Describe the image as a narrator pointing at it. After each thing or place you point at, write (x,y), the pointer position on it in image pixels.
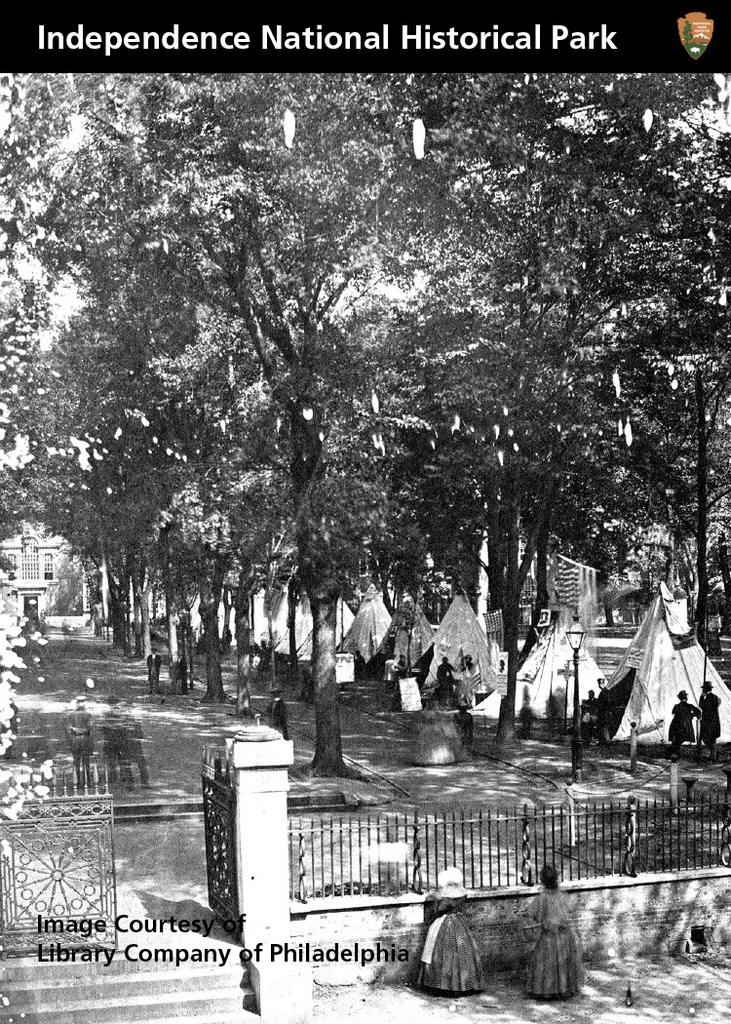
This is a black and white image. There is a fencing (239,885), gate (88,805), trees (279,375), people (688,737) and tents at the right (698,662).
